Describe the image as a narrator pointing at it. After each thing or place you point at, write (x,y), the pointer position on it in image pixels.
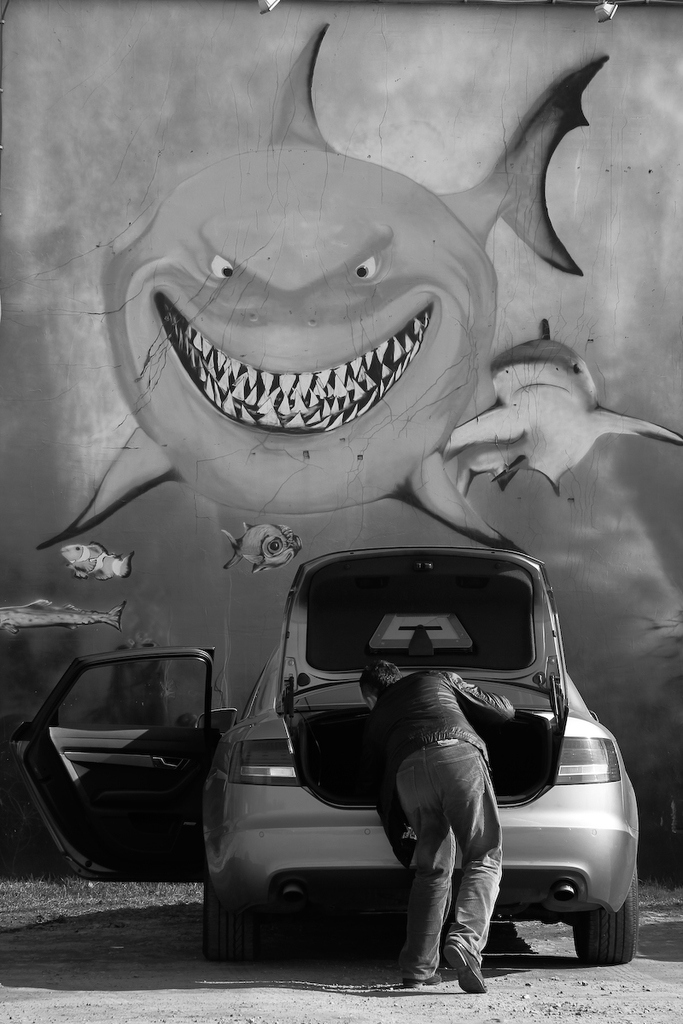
In this image I can see the person (410,795) standing in-front of the vehicle (319,787). In the background (256,493) I can see the wall painting (249,347) and this is a black and white image.
